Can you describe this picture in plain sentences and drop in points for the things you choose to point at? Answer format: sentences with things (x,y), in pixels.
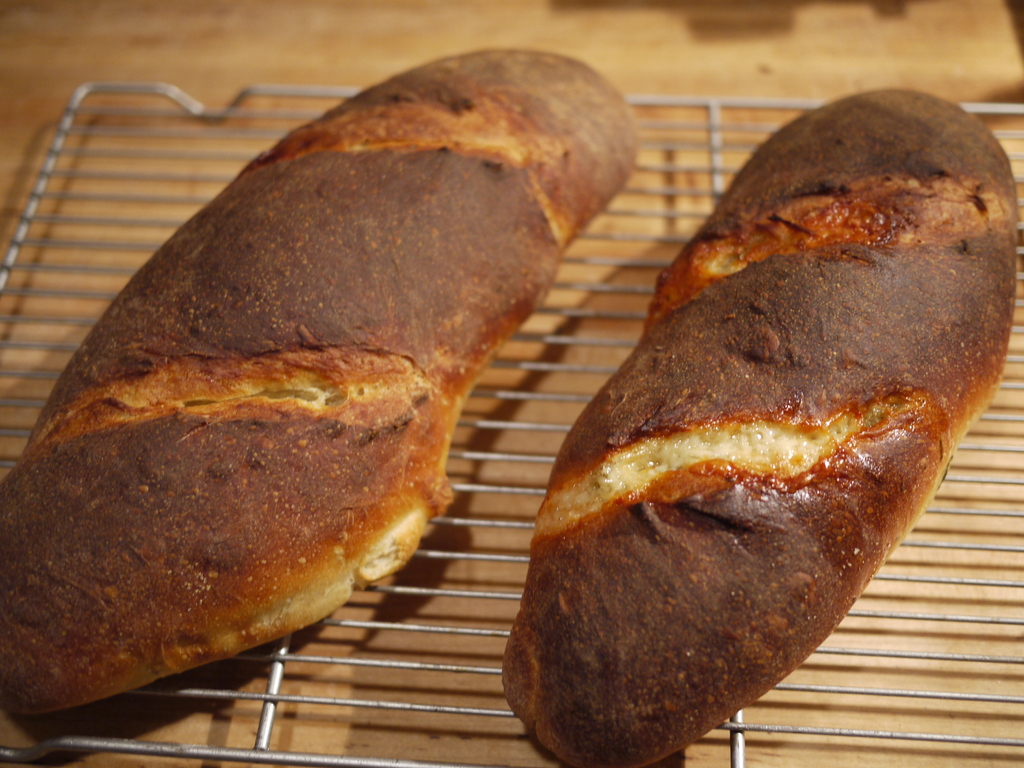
In this image we can see some food item (865,307) on the grill (862,616).
